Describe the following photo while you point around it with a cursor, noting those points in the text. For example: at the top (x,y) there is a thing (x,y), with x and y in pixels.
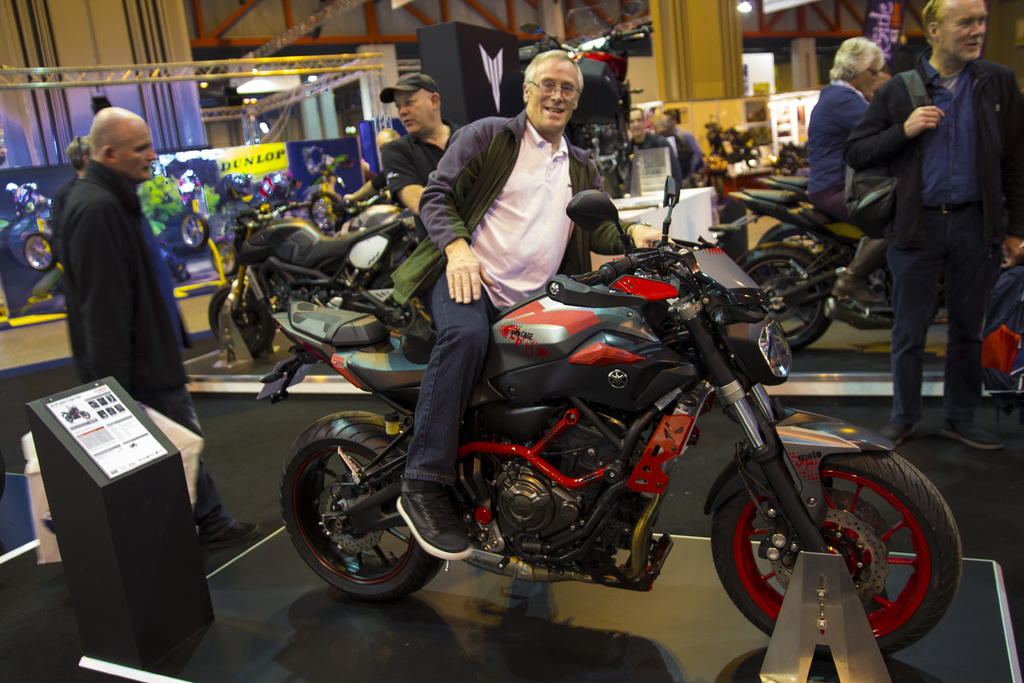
This picture shows a man (593,181) on the bike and few people (386,102) standing on the side.
